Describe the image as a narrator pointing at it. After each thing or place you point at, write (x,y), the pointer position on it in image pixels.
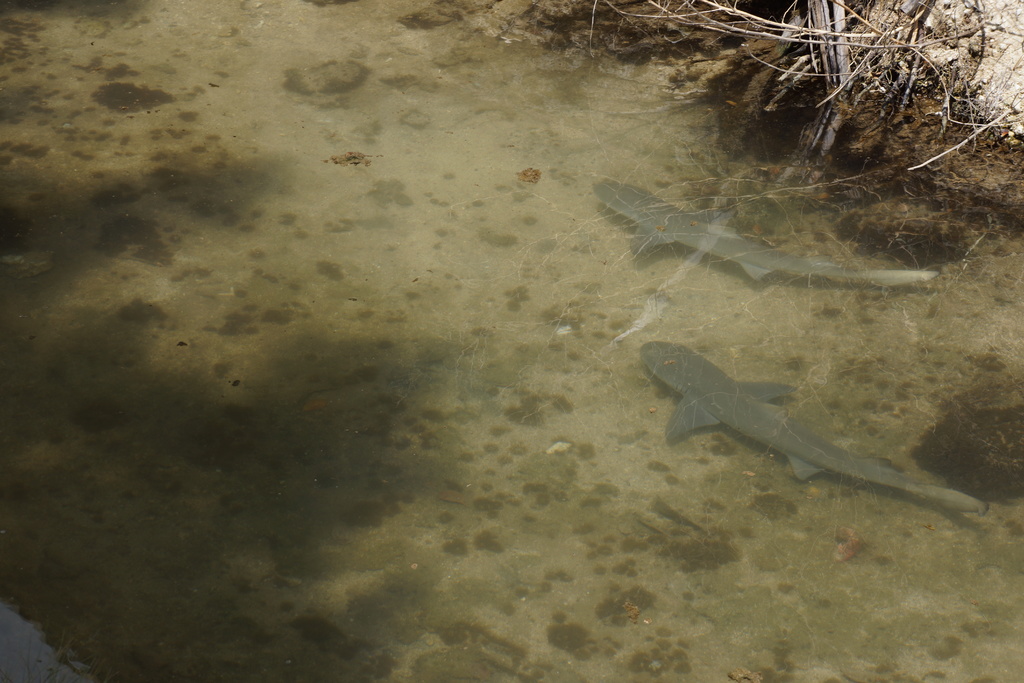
In the picture we can see water (619,410) inside it we can see two fishes (643,357) which are gray in color and beside it we can see a mud path (575,43) with some twigs (816,40) to it.
